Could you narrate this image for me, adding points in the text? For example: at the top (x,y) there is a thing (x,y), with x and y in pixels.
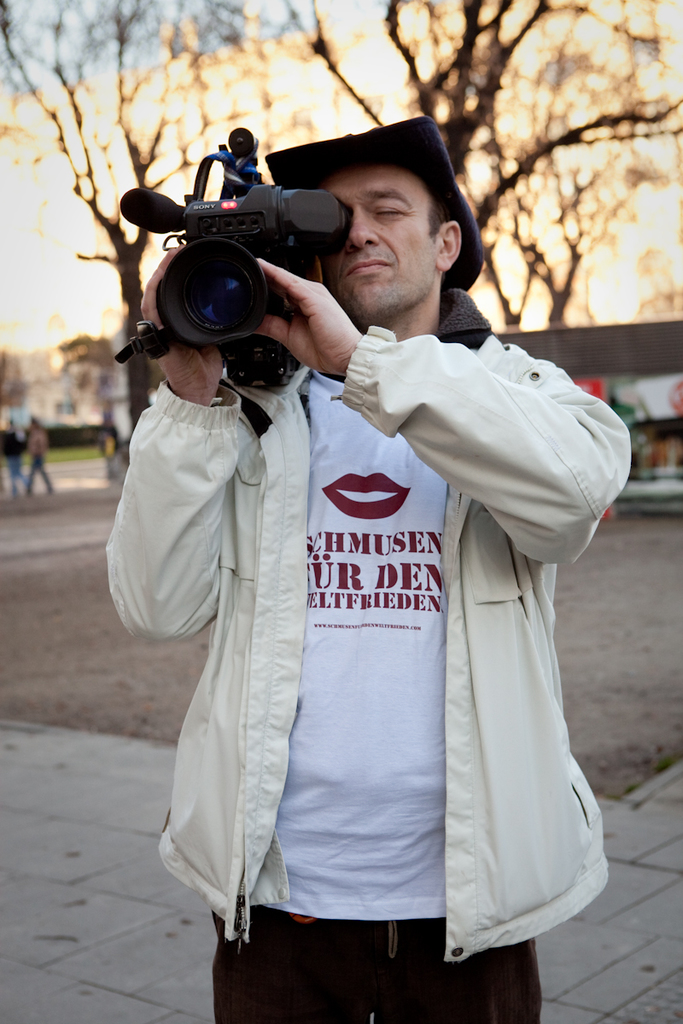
In this Picture we can see a person (516,573) Wearing White jacket (450,670), white t -shirt (346,825) and black Pant (346,924). Shooting something with the camera (214,337), standing On the cobblestone (107,972) behind we can see dry tree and some food stalls (661,398).
